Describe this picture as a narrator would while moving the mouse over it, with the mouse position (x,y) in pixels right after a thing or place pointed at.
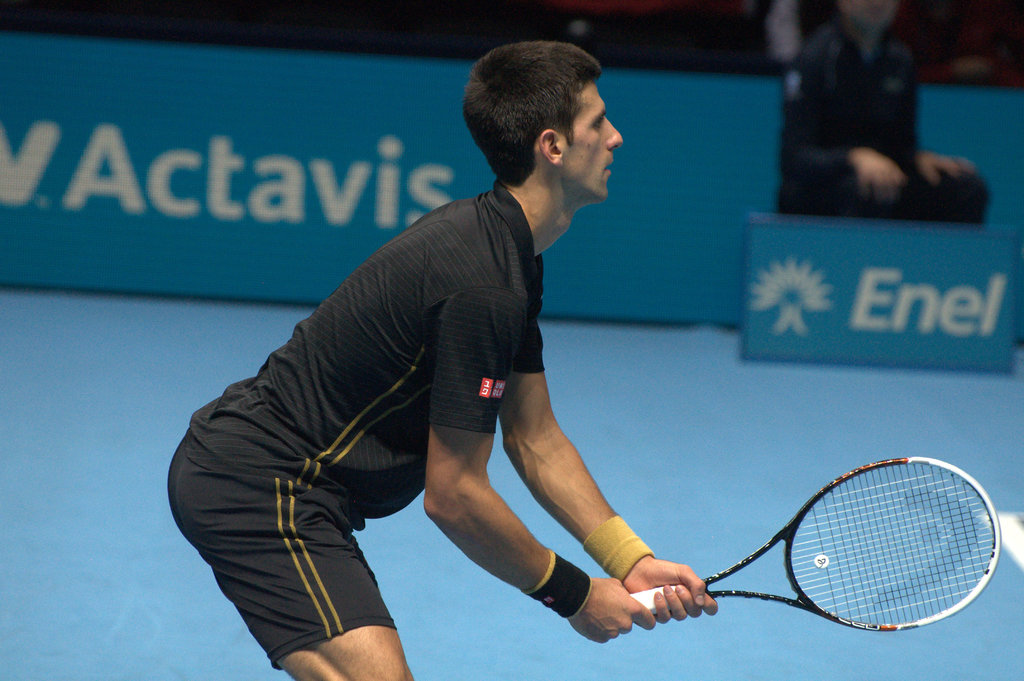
In this image djokovic (389,389) is playing the tennis by holding the bat (847,557). In the background (867,81) person (856,72) is sitting.
